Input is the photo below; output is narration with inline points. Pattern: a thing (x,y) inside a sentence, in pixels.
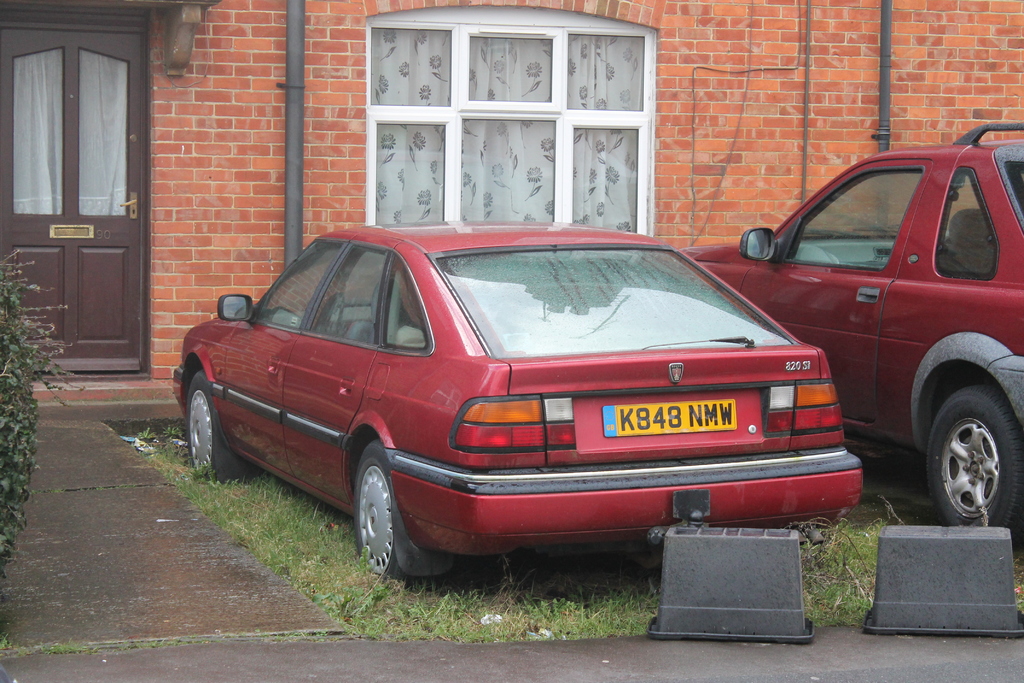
In this image I can see the vehicles (544,468). On the left side (93,255) I can see a door (86,238). In the background (438,176), I can see the window (546,127) and the wall (798,111).
